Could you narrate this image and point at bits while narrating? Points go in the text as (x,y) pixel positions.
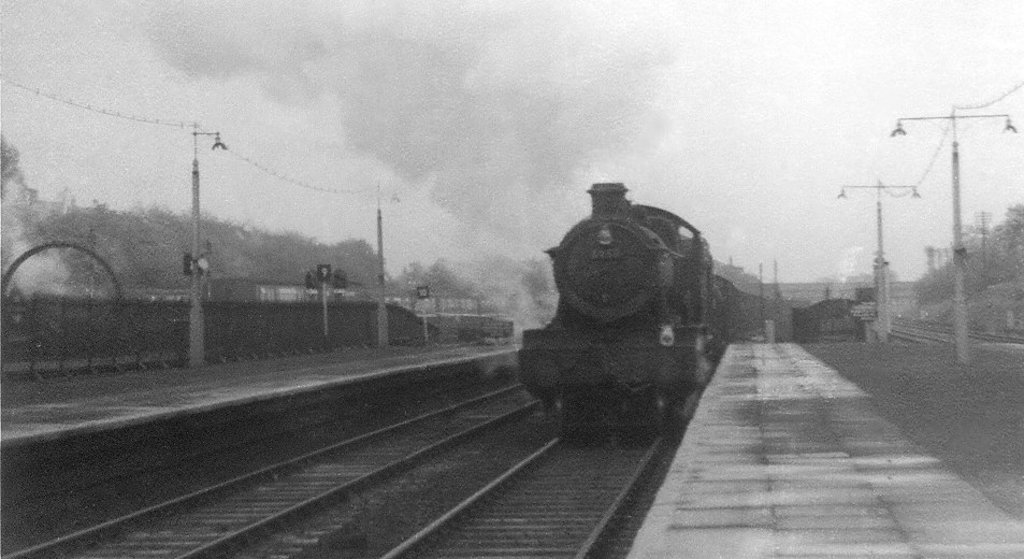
In this image I can see few railway tracks (512,501) and on it I can see a train (547,391). On the both sides of the train (558,417) I can see platforms (847,400), number of poles (379,230), wires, lights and number of trees (1023,262). I can also see smoke (519,56) on the top side of this image (409,75) and I can see this image is black and white in colour.
